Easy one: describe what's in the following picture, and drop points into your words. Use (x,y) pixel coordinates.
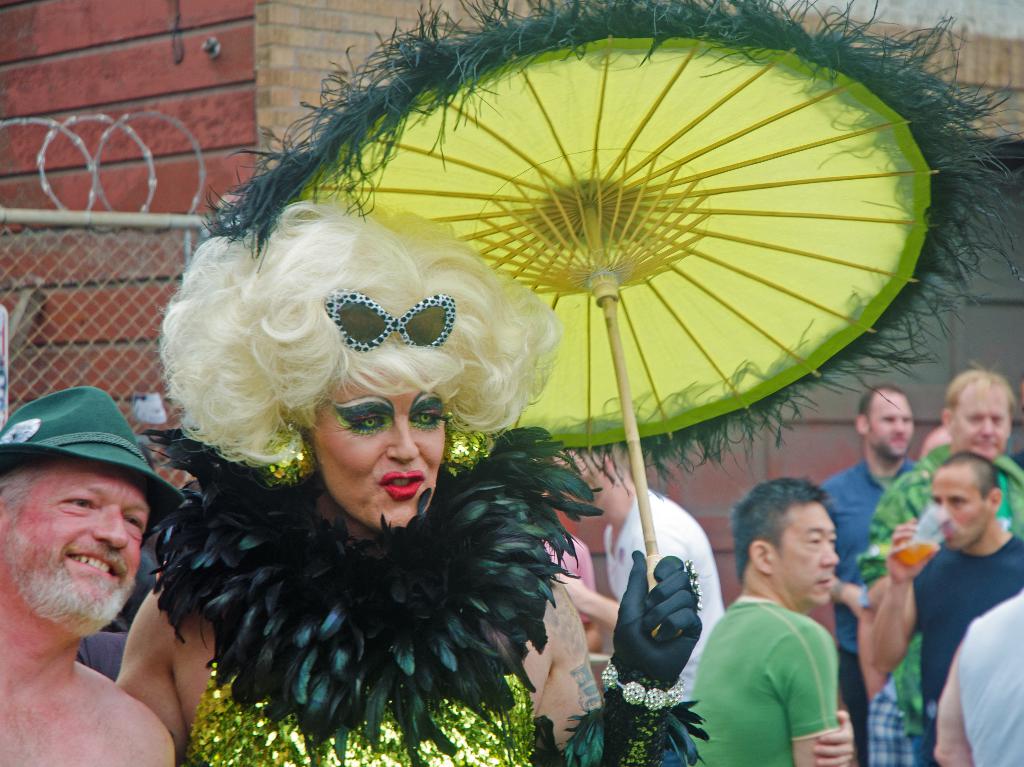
At the bottom of the image (459,720) few people (1021,497) are standing and holding something. Behind them there is wall (1007,51).
